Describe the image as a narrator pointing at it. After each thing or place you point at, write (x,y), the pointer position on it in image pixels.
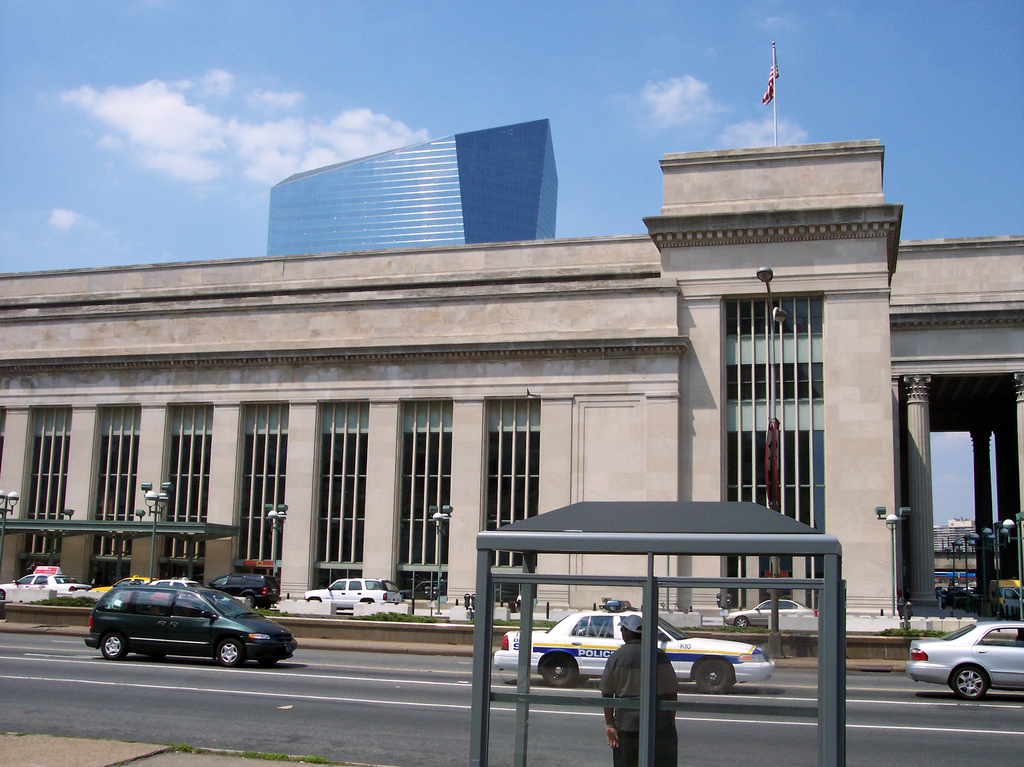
These are the buildings (540,346) with the glass doors (357,465). I can see the street lights (760,279). These are the cars (328,587) on the road (924,690). This looks like a bus bay (775,710). Here is a person (629,697) standing. I can see the pillars (914,504). This is a flag (773,74) hanging to the pole (773,48), which is at the top of the building (757,157). These are the clouds (338,140) in the sky (479,31).
